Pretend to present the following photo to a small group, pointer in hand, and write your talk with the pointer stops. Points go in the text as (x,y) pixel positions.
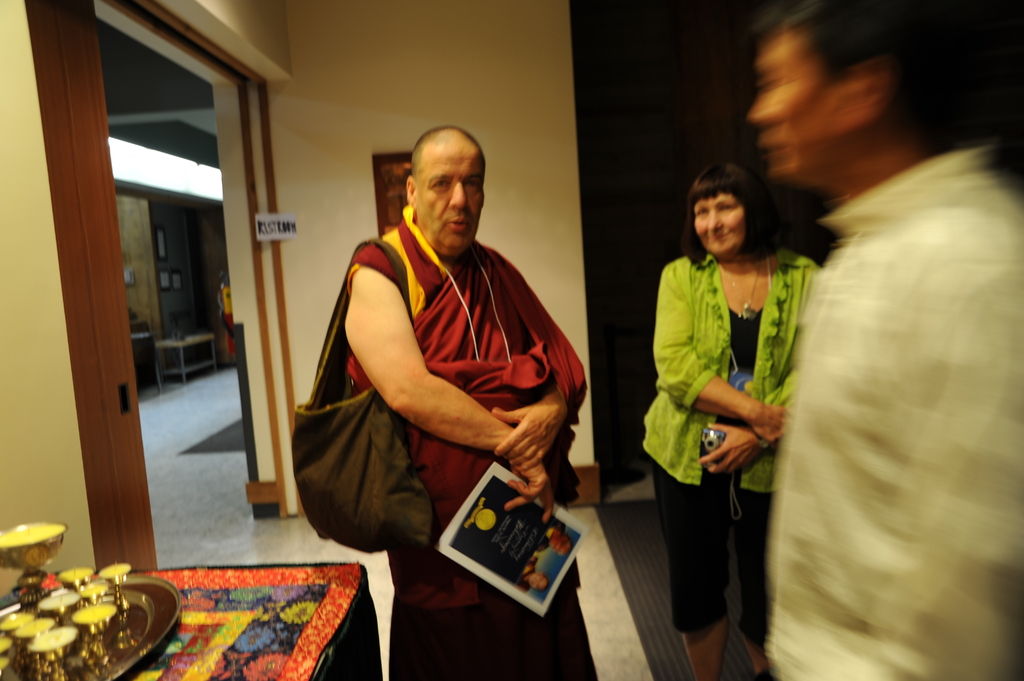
In this image there is a monk (459,402) standing on the floor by holding the book (496,534) and wearing the bag (318,445). On the right side (786,390) there are two persons (784,381) standing in front of him. On the left side (200,643) there is a table (189,636) on which there are bowls (62,602) with some food (67,578) in it. In the background (314,142) there is a wall (338,156). On the left side (178,341) there is an entrance (174,200) into another room (134,244).
